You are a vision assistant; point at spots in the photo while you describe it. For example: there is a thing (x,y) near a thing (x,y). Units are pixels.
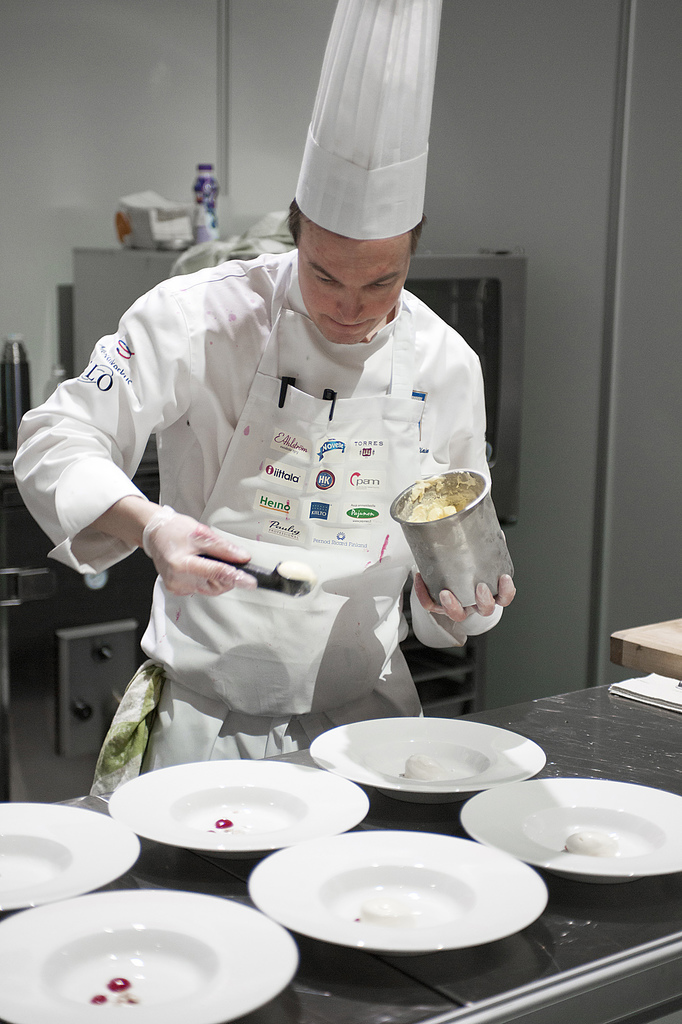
There is one wearing a uniform (331,495) and holding some objects (452,547) in the middle of this image (231,547). We can see plates (372,924) are present on the surface (452,988) which is at the bottom of this image (637,716). There are some objects (109,303) and a wall (208,143) in the background (284,221).
